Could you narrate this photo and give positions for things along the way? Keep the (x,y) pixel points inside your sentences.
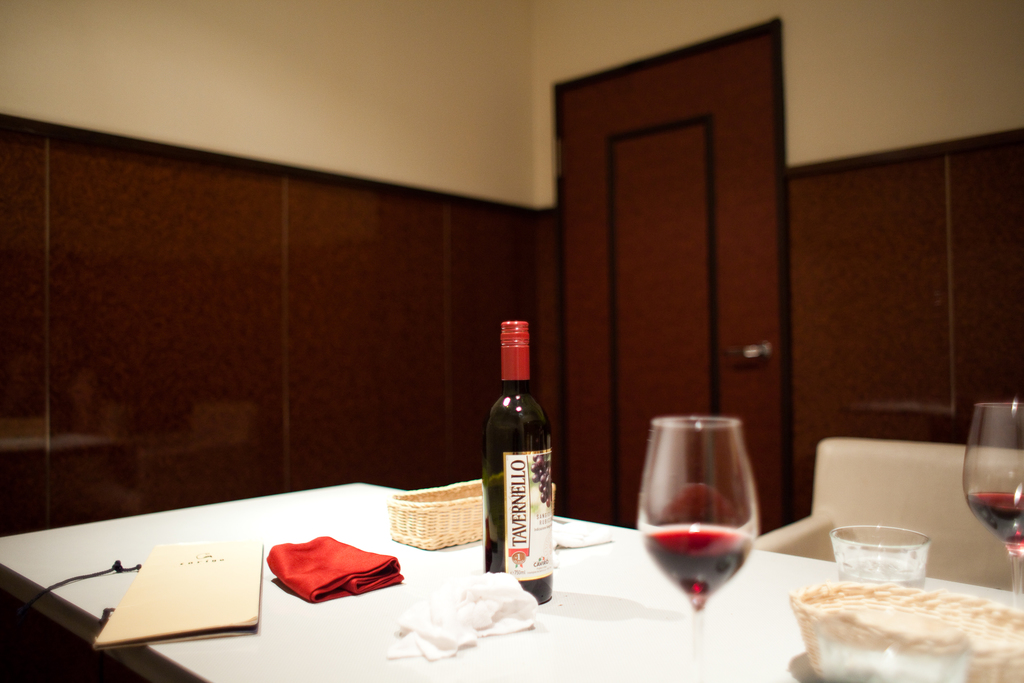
At the bottom of the image (334,627), there is a table (86,548) on which bottle (521,489), glass (655,534), basket (454,530), cloth (307,556) and a brochure (226,629) is kept. The walls (442,111) are white and brown in color. The door (659,317) is brown in color. This image is taken inside a restaurant (756,500).
